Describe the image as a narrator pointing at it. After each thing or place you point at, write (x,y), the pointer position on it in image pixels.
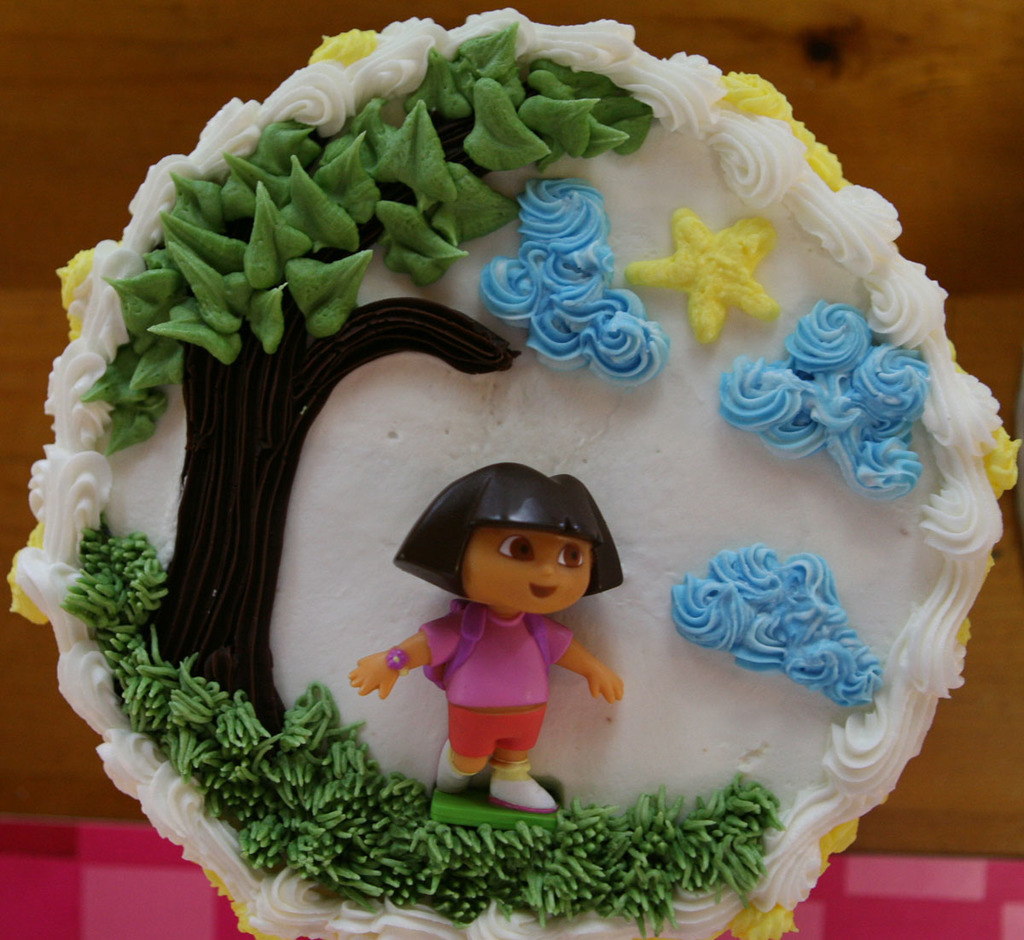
In this image there is a cake (258,496) on a table (1005,687).
